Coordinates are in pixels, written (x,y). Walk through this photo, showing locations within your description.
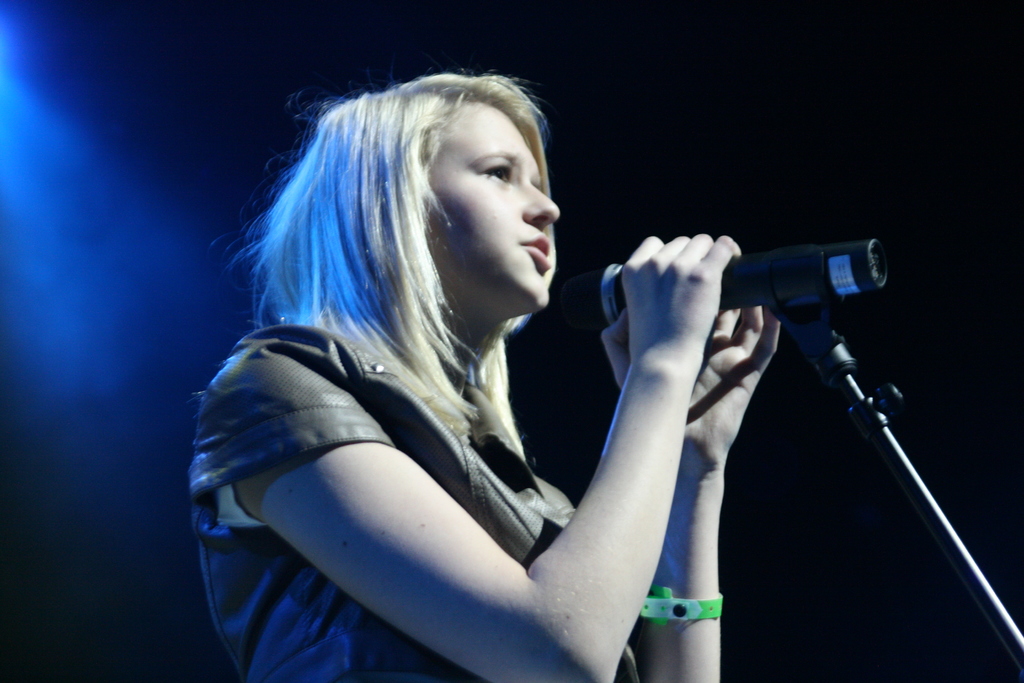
There is a person (351,425) who is wearing a brown color jacket (543,521) and also green wristband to her left hand (741,398) holding a microphone (864,263) in her hands (639,315) and at the background (656,175) there is a dark black color and at the left side of the image (111,204) there is a blue color light (105,353).
